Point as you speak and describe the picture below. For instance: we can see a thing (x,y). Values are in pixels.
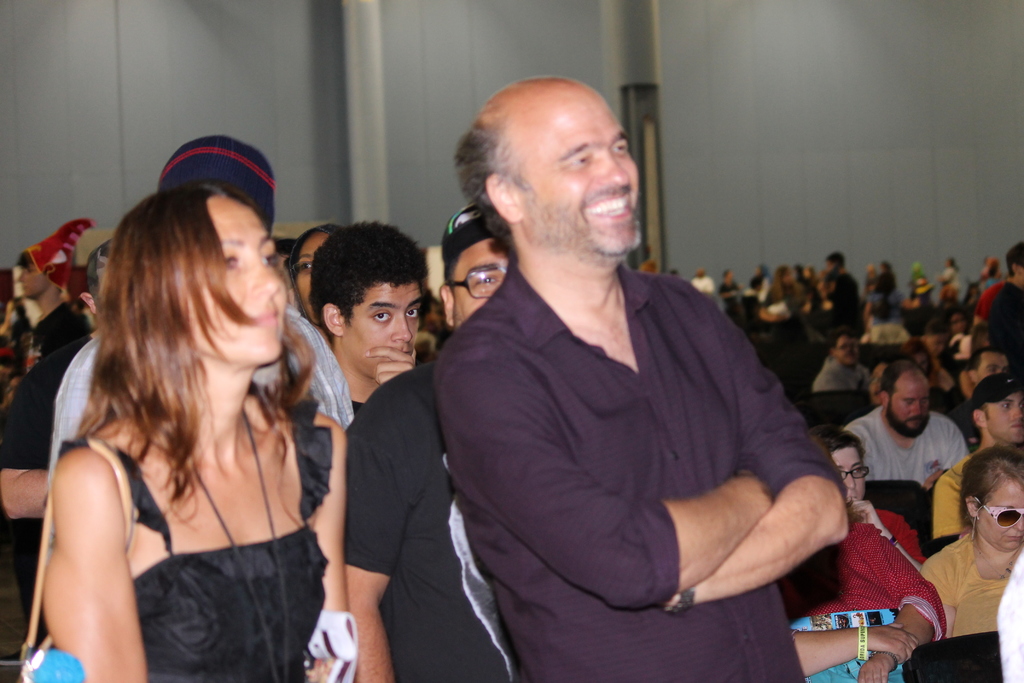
In this image, we can see a few people (426,570). Among them, some people (980,447) are sitting. We can also see the walls (439,172).
